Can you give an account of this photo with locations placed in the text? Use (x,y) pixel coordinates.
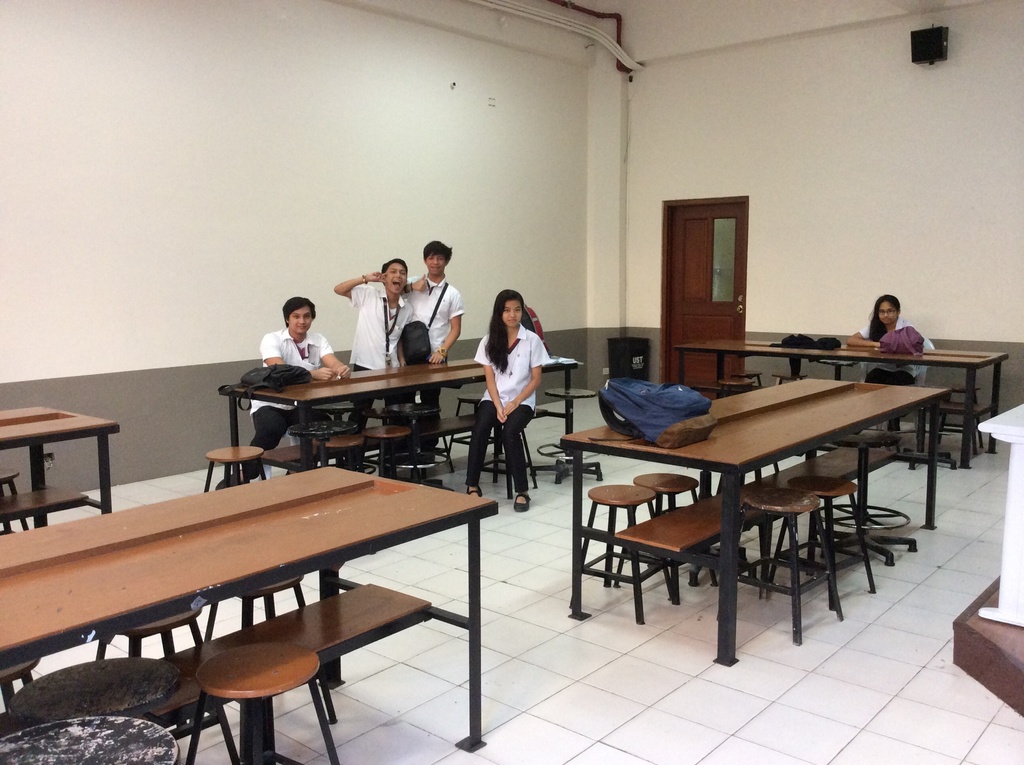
There are so many tables (329,551) and chairs (362,604) in a room (294,430) and on one table (570,381) there is group of boys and girl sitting and in another table (705,453) there is a backpack (711,415) and on the other table (944,356) there is a girl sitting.
